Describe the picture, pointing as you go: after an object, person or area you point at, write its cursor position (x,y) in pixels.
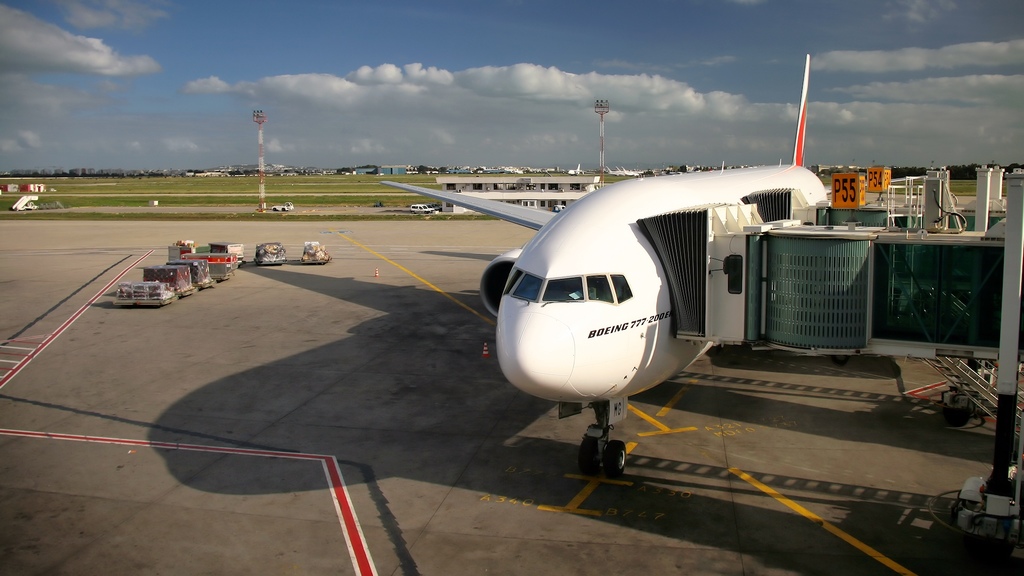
In this image there is an airplane (526,267) on the surface (514,531), there are a few vehicles (264,264) and containers (235,249). In the background (575,186) there are buildings (588,187), towers (600,171), trees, a few vehicles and the sky (568,88).
